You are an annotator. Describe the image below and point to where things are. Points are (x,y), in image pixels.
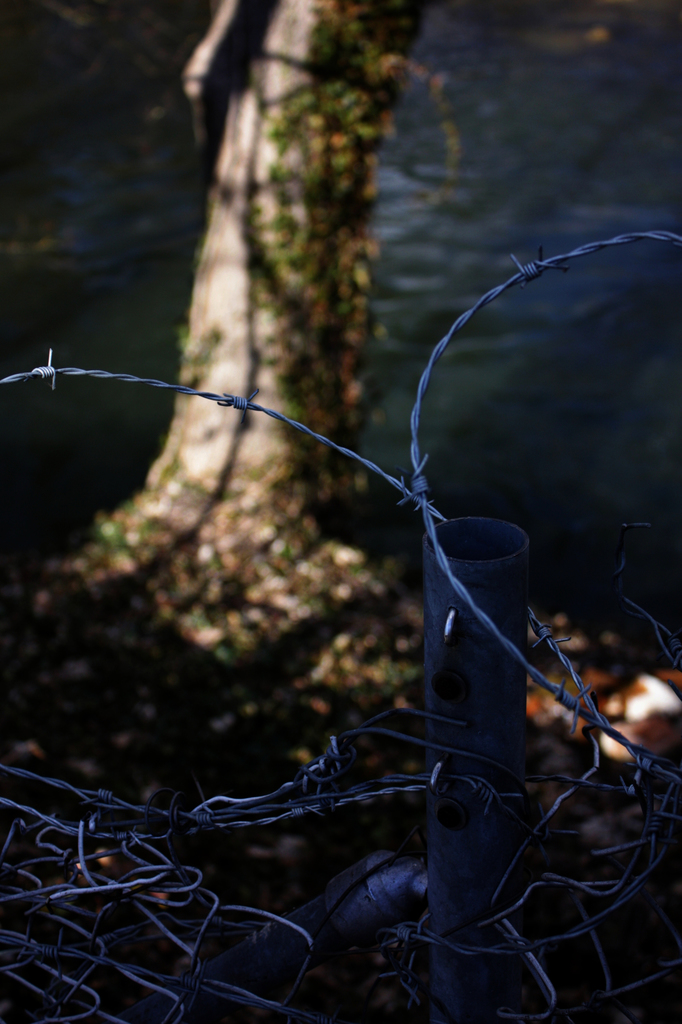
In this picture there is a fence (507,967) in the foreground (334,764). At the back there is a tree (259,151). At the top (508,323) there is water (548,344).
